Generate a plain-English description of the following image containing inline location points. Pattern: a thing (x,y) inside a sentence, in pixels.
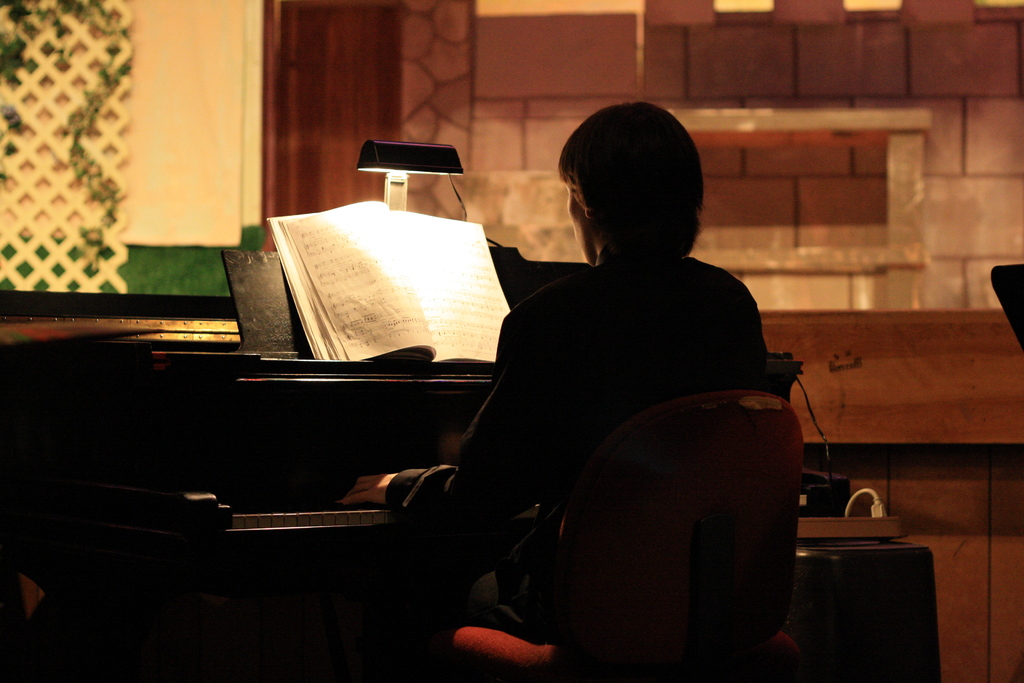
There is a man (601,338) sitting and playing piano (321,573) looking at the musical instruction (443,300) in a book (370,274) in front of lamp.
